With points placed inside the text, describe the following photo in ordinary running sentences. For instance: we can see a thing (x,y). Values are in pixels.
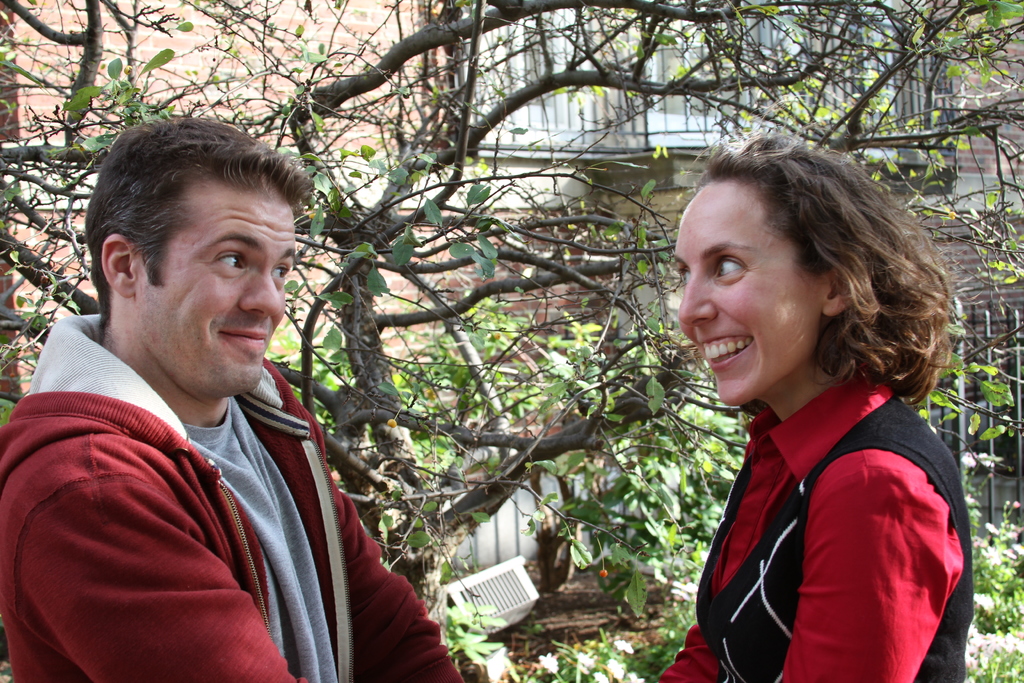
In this image there is one man (241,426) standing at left side of this image (150,479) is wearing red color jacket (131,570) and there is one another women (817,462) is standing at right side of this image (839,459) is smiling and wearing red color shirt (878,460) and black color jacket (786,565). there is a tree (557,444) in middle of this image (493,238) and there is a building (596,22) at background of the image (201,80).
